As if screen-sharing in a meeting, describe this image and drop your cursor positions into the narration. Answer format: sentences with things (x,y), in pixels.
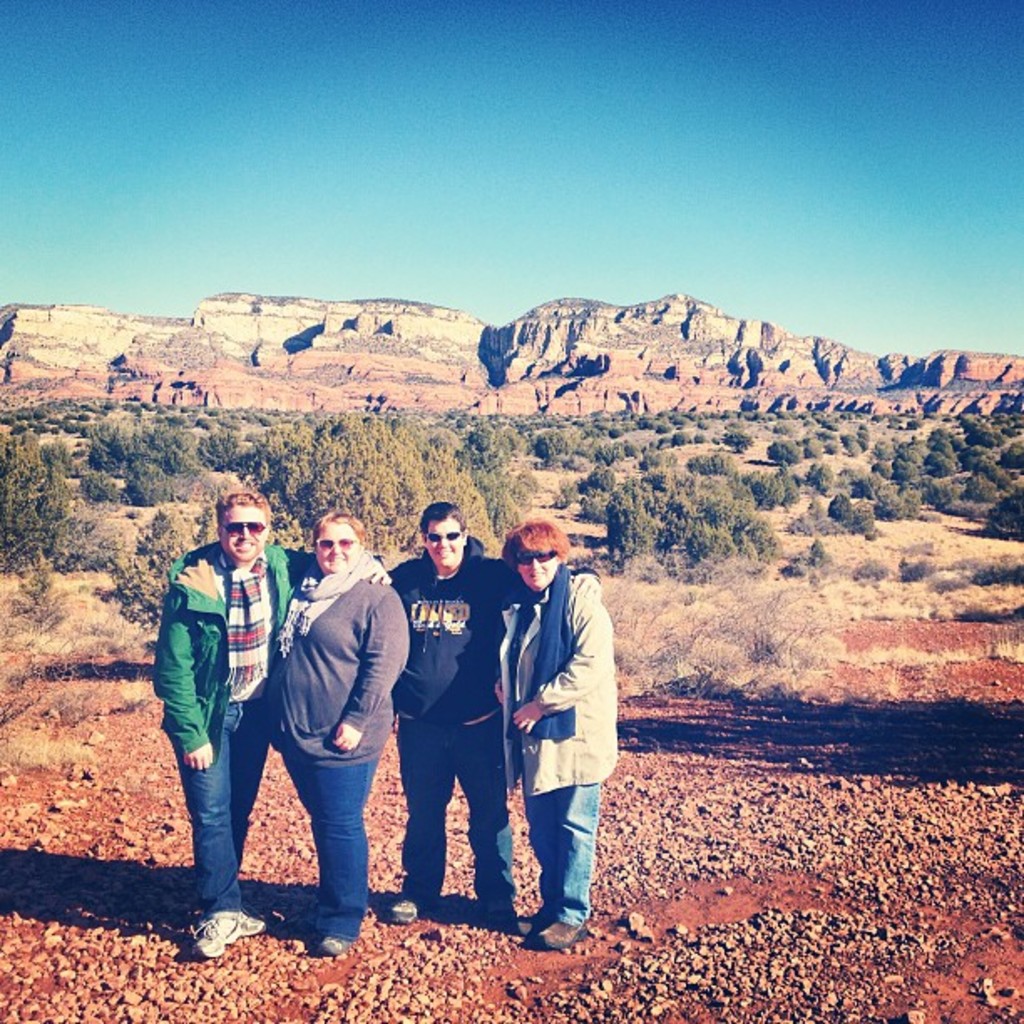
In the picture we can see four people (404,593), two men (478,882) and two women (349,860) are standing and they are wearing hoodies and jackets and they are standing on the surface (800,919) where there are many stones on the surface (812,905) and in the background (1002,250) we can see some trees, plants (122,642), rock hills (757,343) and sky (623,141).
